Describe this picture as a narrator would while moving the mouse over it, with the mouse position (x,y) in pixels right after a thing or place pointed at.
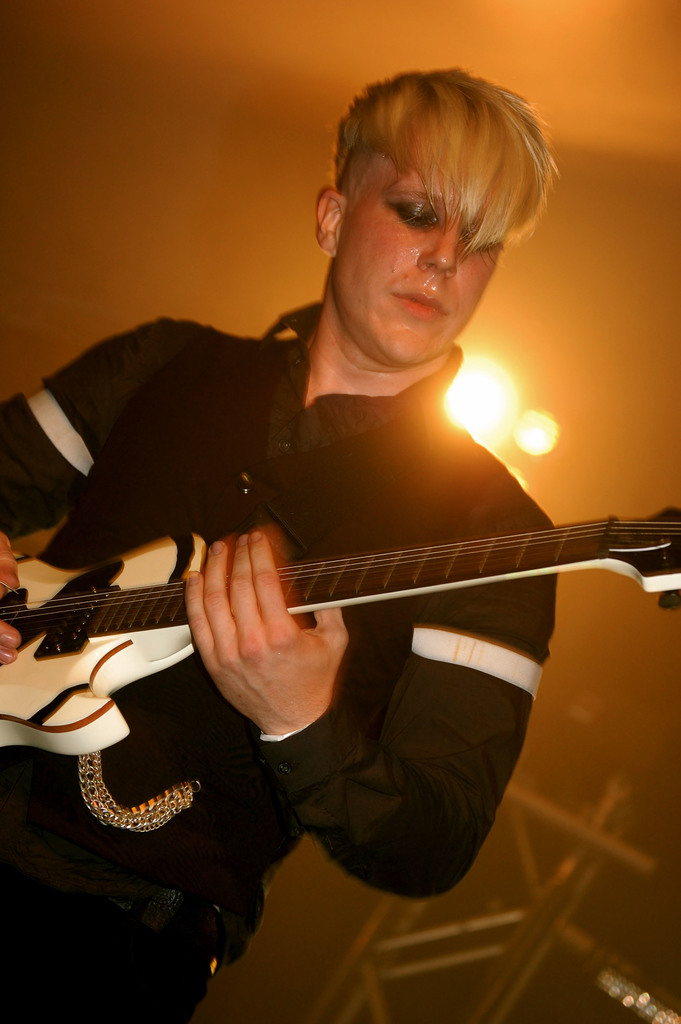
This person (267,463) standing and playing guitar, behind this person (244,651) we can see wall (547,346), lights (491,399).
